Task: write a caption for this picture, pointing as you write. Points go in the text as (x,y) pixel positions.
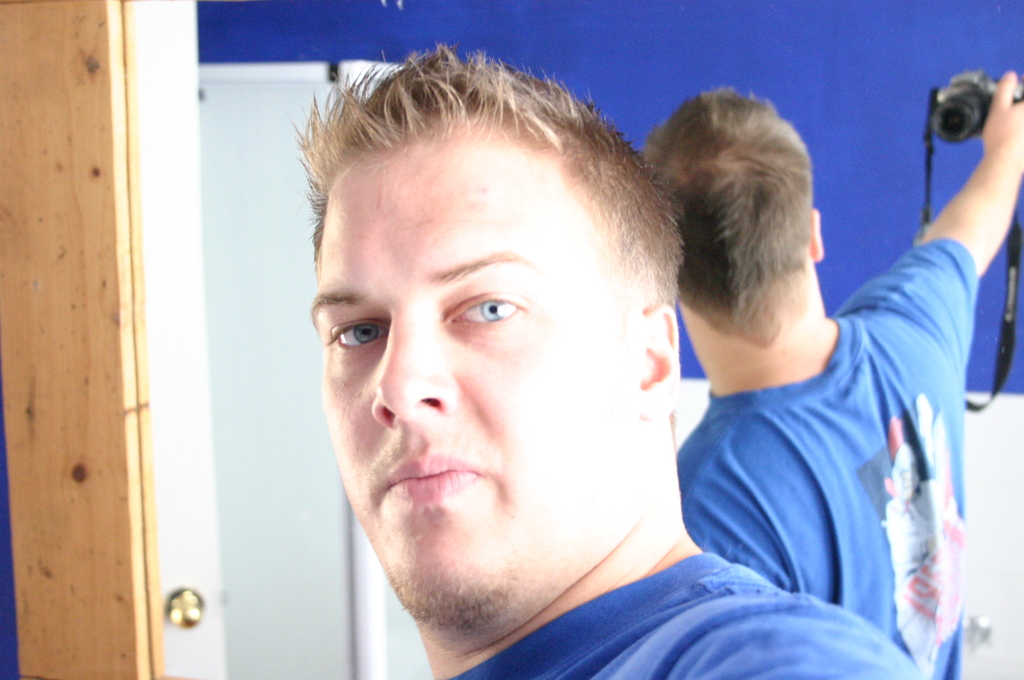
In this image I can see a man (561,358) and he is wearing blue colour t shirt (642,607). In the background (106,382) I can see a mirror (182,598) and on it I can see reflection (740,357) of this man (601,159) and I can see he is holding a camera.
